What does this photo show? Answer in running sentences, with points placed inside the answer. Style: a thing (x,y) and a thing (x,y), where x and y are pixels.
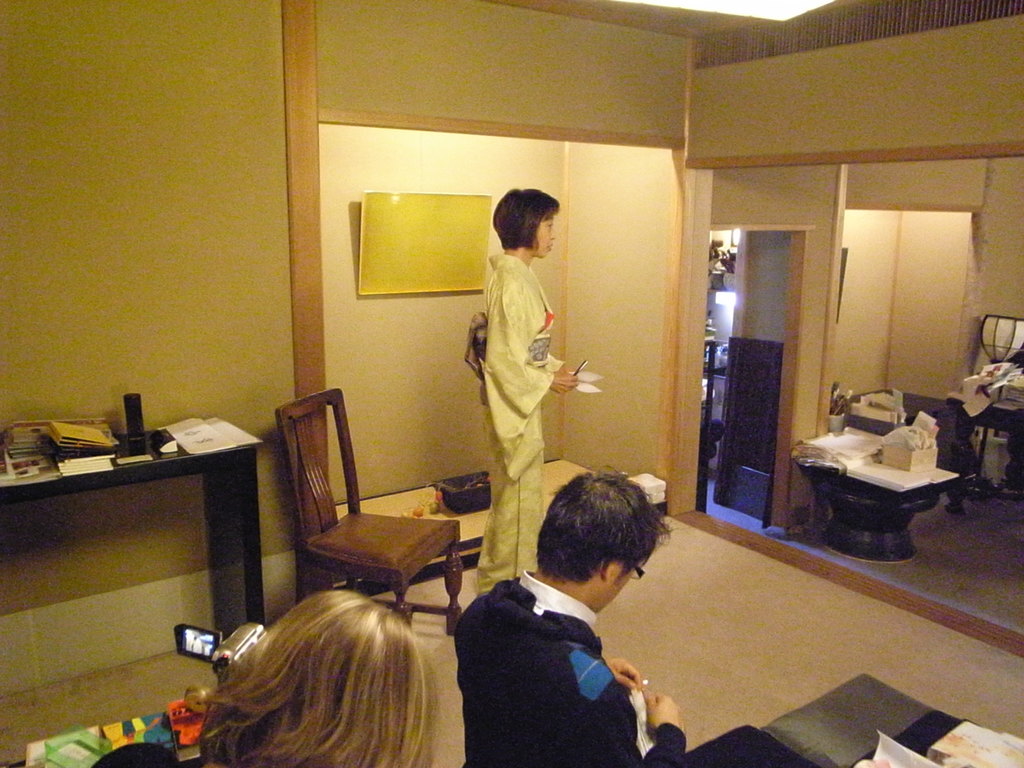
Here we can see a man (584,536) and a woman (322,621). This is a chair (378,555) and this looks like a woman (483,362).
